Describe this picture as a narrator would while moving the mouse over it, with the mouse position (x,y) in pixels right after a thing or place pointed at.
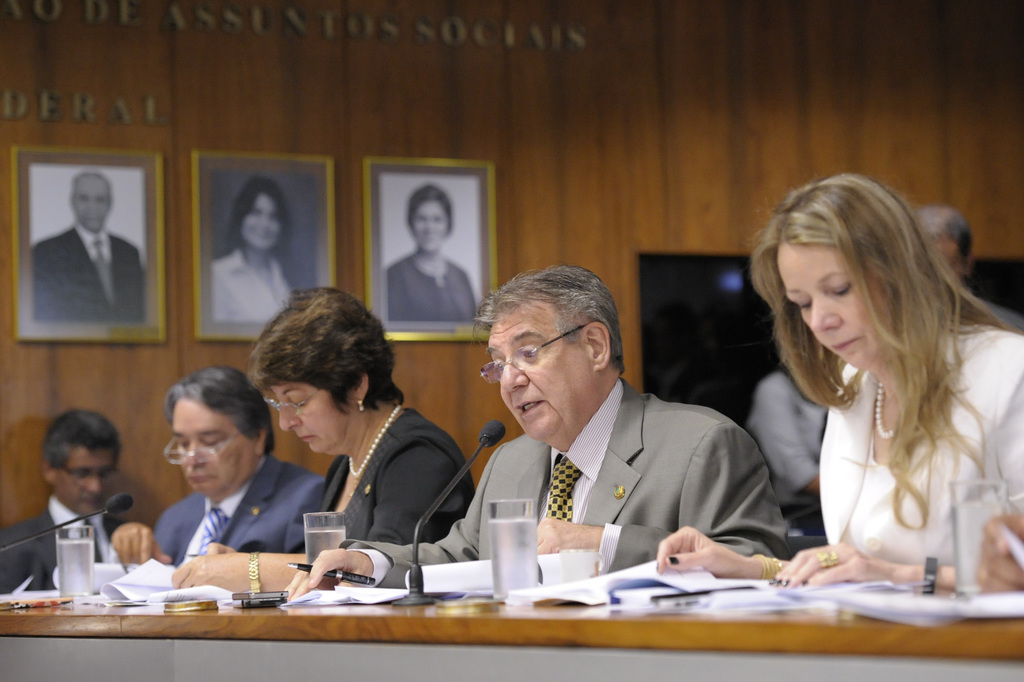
In this image I can see number of people (377,329) are sitting, I can also see most of them are wearing specs (546,343). Here on this desk (395,628) I can see few glasses (62,544), few mics (480,452) and few papers (434,583). In the background (189,147) I can see few frames (50,186) on this wall (654,185).
